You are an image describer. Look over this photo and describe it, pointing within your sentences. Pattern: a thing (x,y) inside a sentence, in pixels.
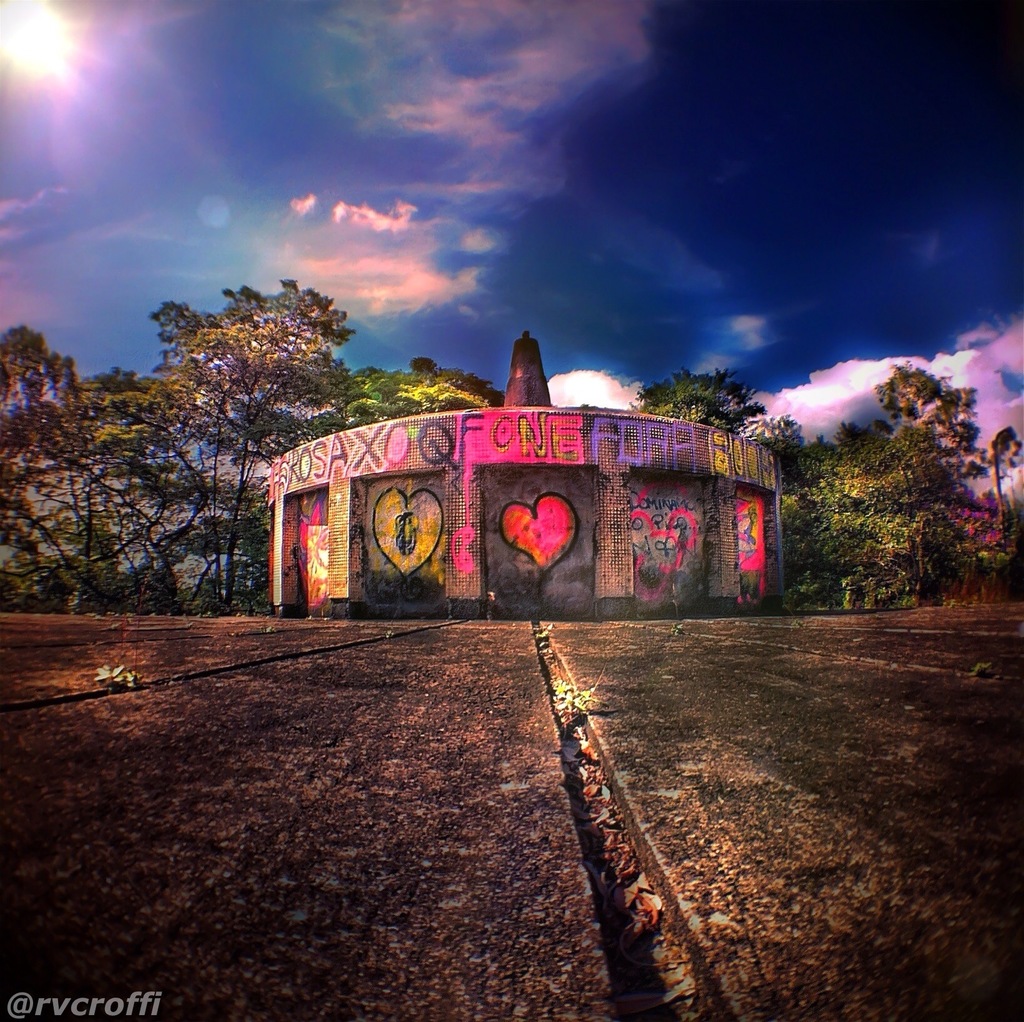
In this picture we can see graffiti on a wall (708,508). There is some text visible in the bottom left (18,1012). We can see a few trees (170,563) in the background (662,399). Sky (627,399) is blue in color and cloudy.
